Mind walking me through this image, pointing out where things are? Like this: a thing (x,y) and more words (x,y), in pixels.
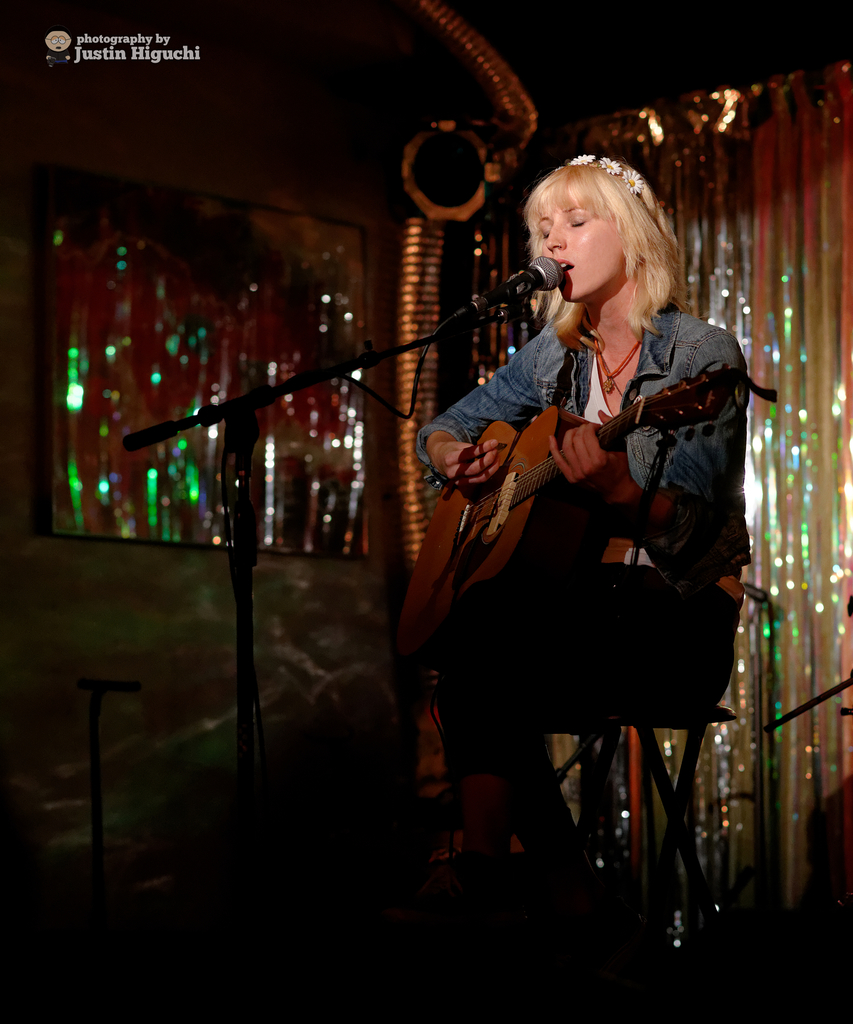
This picture shows a woman (582,573) sitting on the stool (592,711), playing a guitar (520,509) in her hands (552,451) and she is singing. In front of her there is a mic (511,297) and a stand (226,420). In the background (301,273) there are some decorative items (292,370) here.
